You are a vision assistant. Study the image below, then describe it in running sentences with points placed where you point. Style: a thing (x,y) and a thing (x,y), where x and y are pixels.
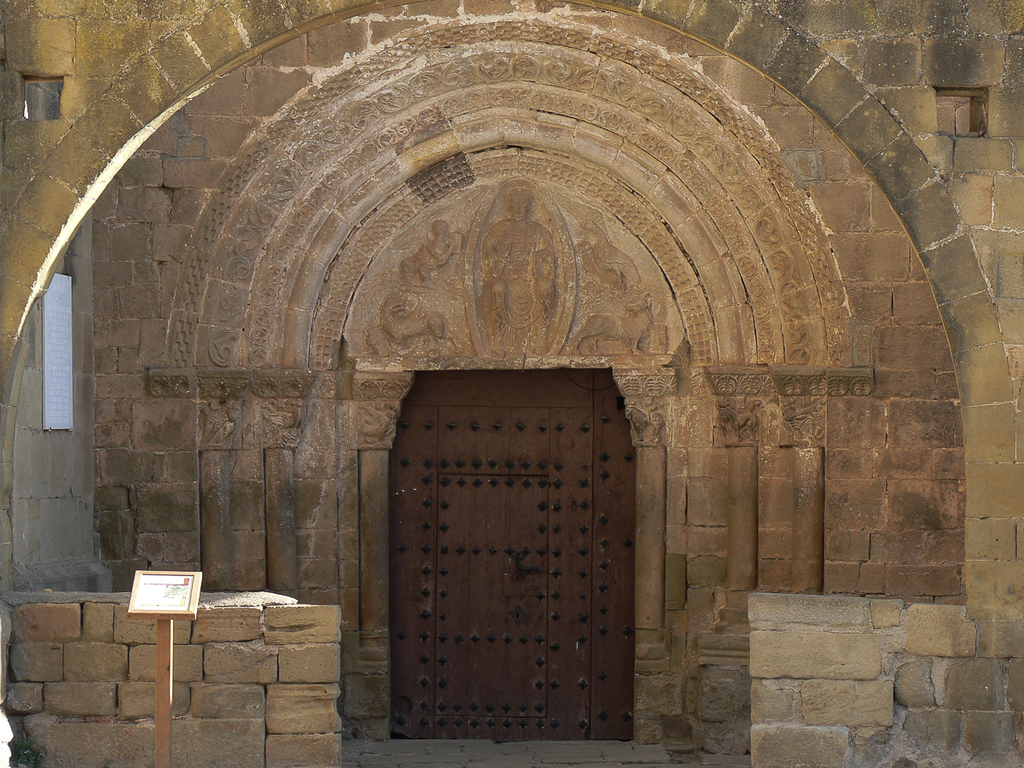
This picture seems to be clicked outside. On the left (165,595) there is a board (177,601) attached to the wooden stand (165,660). In the center (606,272) there is a building (993,313) and we can see the stone walls (771,620) of the building (181,634). On the left corner (55,287) there is a white color board (52,375) hanging on the wall (37,451) of a building (72,467) and we can see a brown color door (498,544) and the arch (512,41) and we can see the wall carvings (562,255) of a person (509,193) and some animals (585,327) on the building (508,171).
